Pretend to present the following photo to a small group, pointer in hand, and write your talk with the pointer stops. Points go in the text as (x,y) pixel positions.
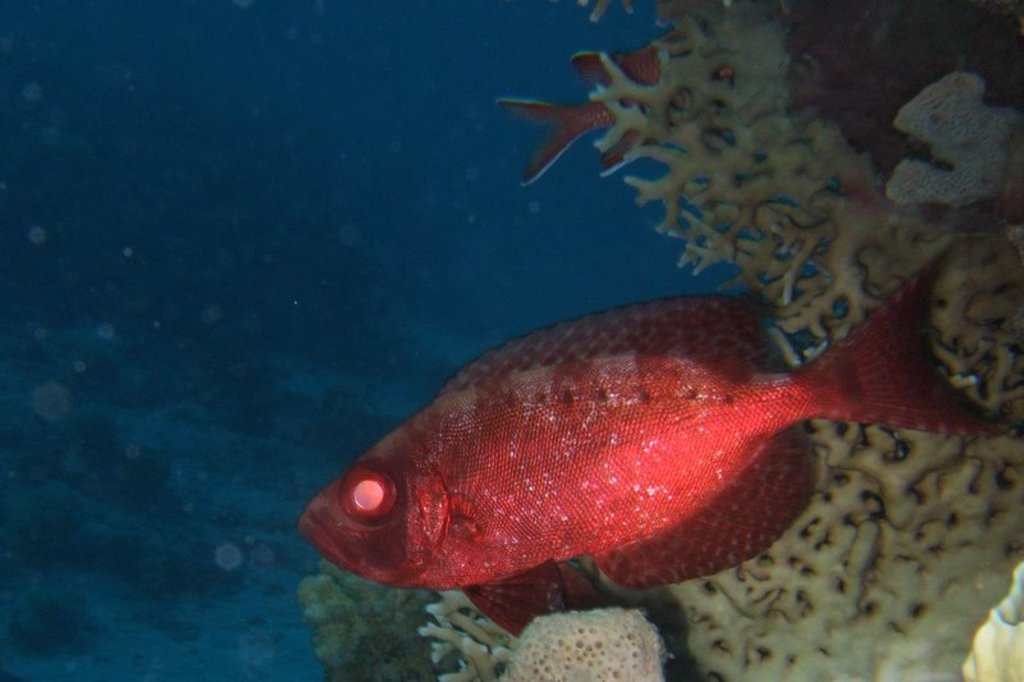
In this picture I can see fishes (541,385) in the water (625,297). These fishes (582,413) are red in color. Here I can see some plants (819,292) in the water (20,653).
